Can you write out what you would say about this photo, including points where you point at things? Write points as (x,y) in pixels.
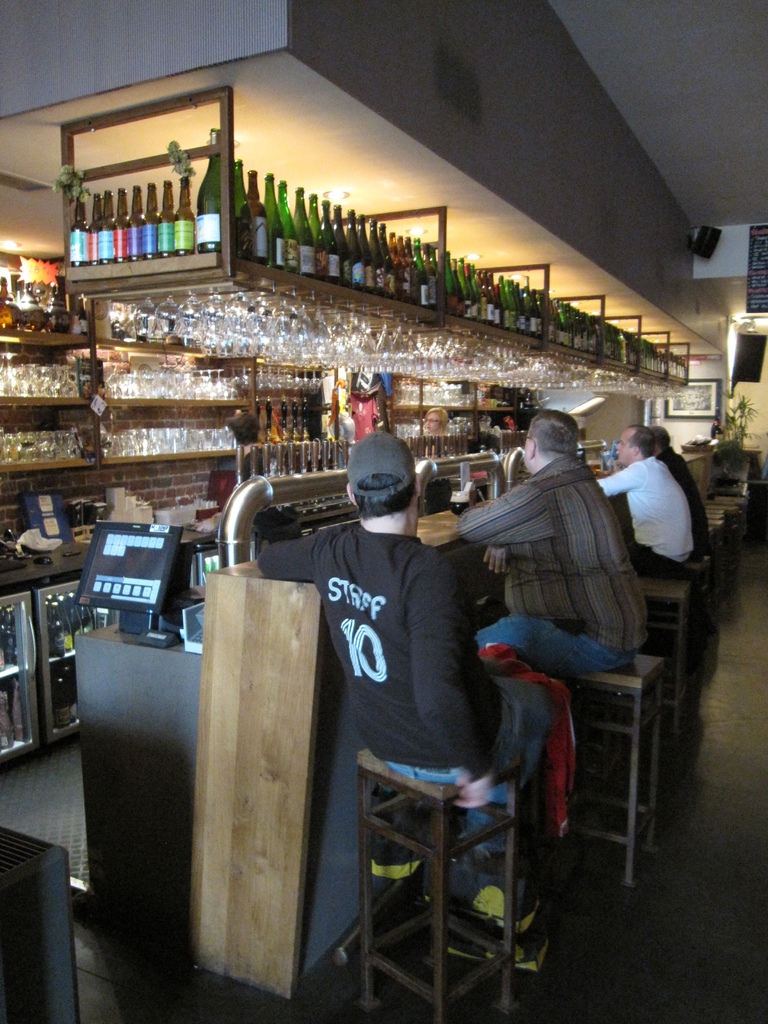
In this image, we can see persons (603,547) wearing clothes (406,571) and sitting on stools (676,579) in front of the counter (450,533). There is a monitor (134,582) on the left side of the image (130,579). There are bottles (606,339) and glasses (506,366) in rack (103,395).
